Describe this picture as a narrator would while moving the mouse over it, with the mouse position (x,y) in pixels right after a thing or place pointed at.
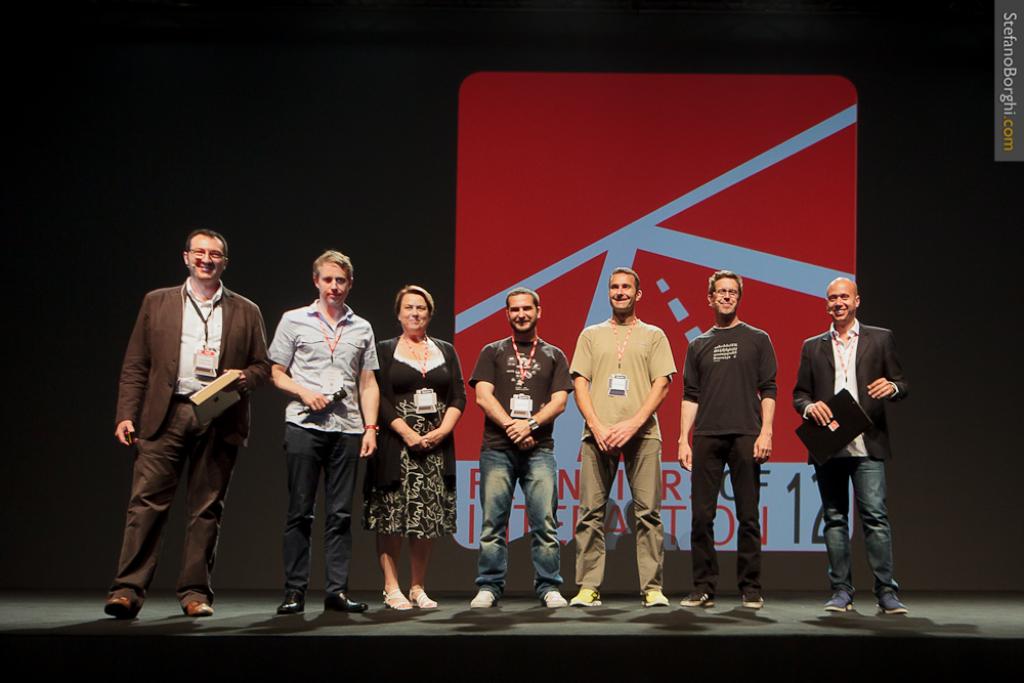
Here men (535,425) and women (429,440) are standing wearing clothes (498,479) and id card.
